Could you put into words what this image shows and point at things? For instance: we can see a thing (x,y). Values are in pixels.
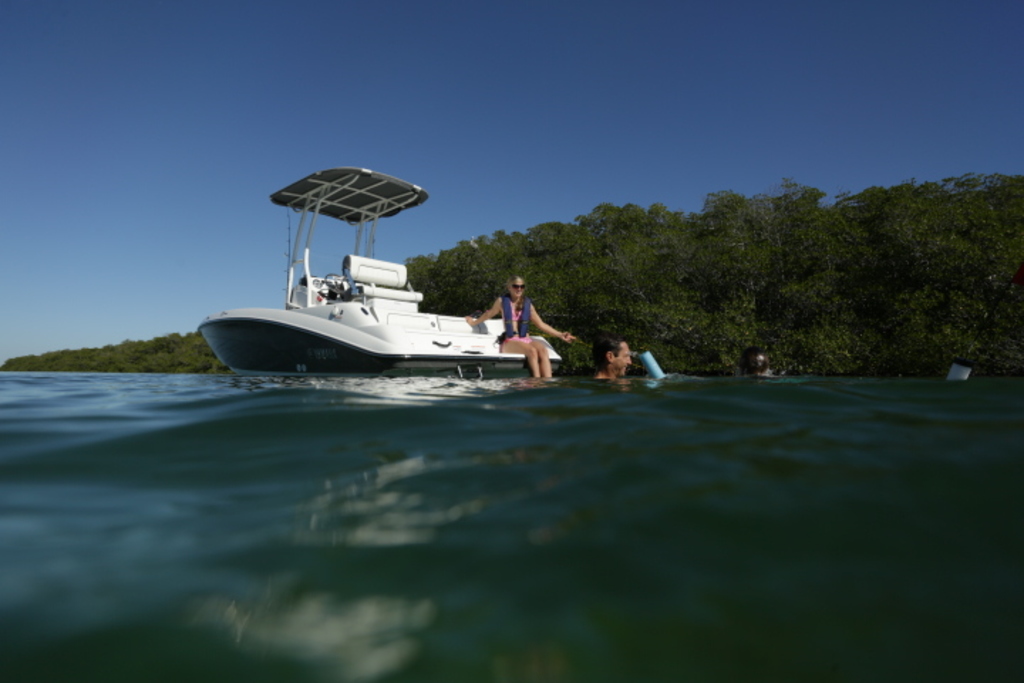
In this image there is the water (475,505). There is a boat (364,326) on the water (747,508). There is a woman (556,330) sitting on the boat (551,348). Beside the boat (402,325) there are two people (602,359) in the water (196,546). In the background (722,287) there are trees (808,268). At the top (484,92) there is the sky (460,94).
